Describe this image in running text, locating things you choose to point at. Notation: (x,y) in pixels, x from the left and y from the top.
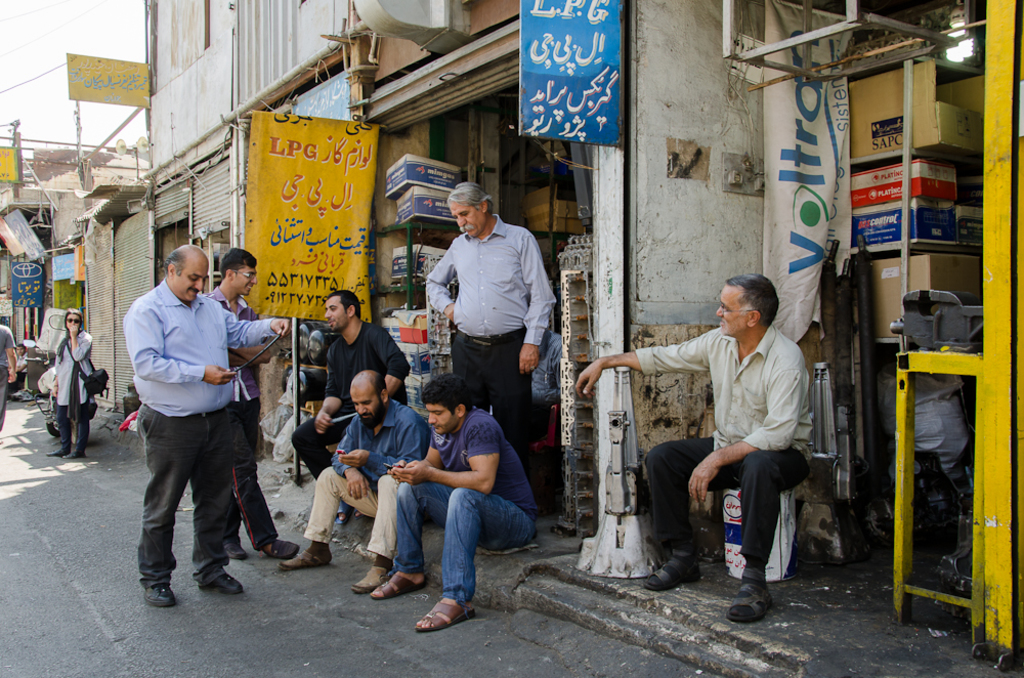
This image is taken outdoors. At the bottom of the image (64,523) there is a road (42,501). On the left side of the image (74,323) a man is walking on the road (6,429) and a woman (63,370) is standing on the road (25,410). A bike (45,339) is parked on the road (70,512). In the middle of the image (682,251) are a few buildings (209,238) with shutters (112,298) and walls (710,279). There are many boards (18,278) with text (112,97) on them. On the right side of the image (957,135) there are a few cardboard boxes (917,172) on the shelves (902,262) and there is a banner (822,169) with a text (811,242) on them. A man (779,395) is sitting on the bucket (780,570). Three men (515,412) are standing on the road (84,498) and three men (437,433) are sitting.
